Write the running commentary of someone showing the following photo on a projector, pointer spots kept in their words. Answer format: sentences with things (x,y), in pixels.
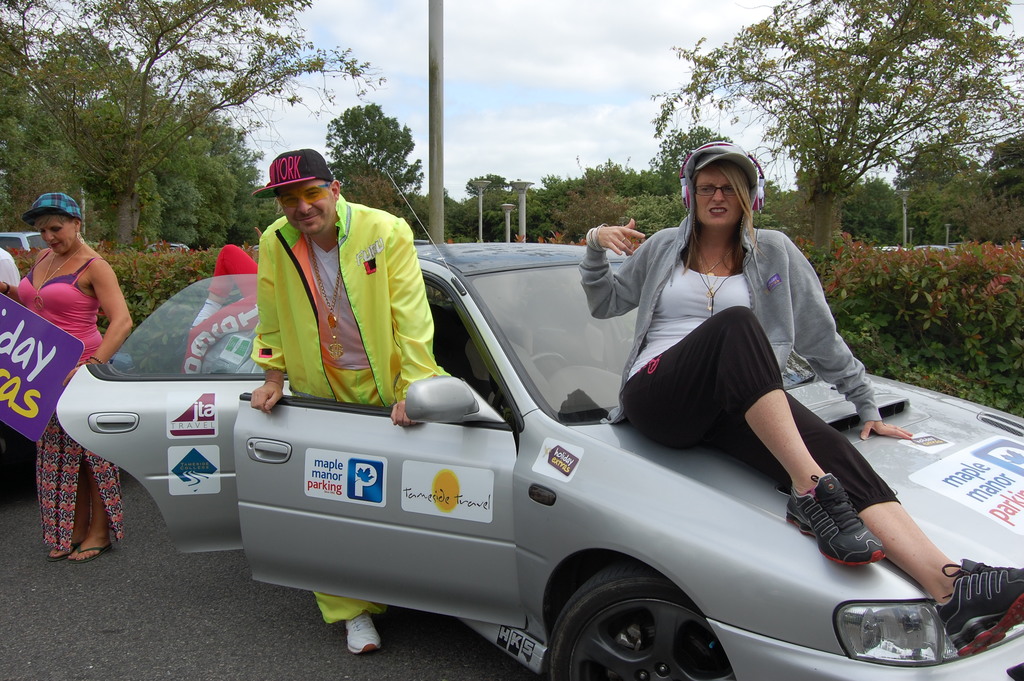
In this image I can see the group of people (51,422) with different color dresses (48,456). I can see one person (54,442) holding the board (39,402) and few people (114,472) wearing the caps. To the side of the car (84,405) I can see the plants (128,281), poles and one more vehicle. I can see many trees (163,236) and the sky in the back (571,209).
